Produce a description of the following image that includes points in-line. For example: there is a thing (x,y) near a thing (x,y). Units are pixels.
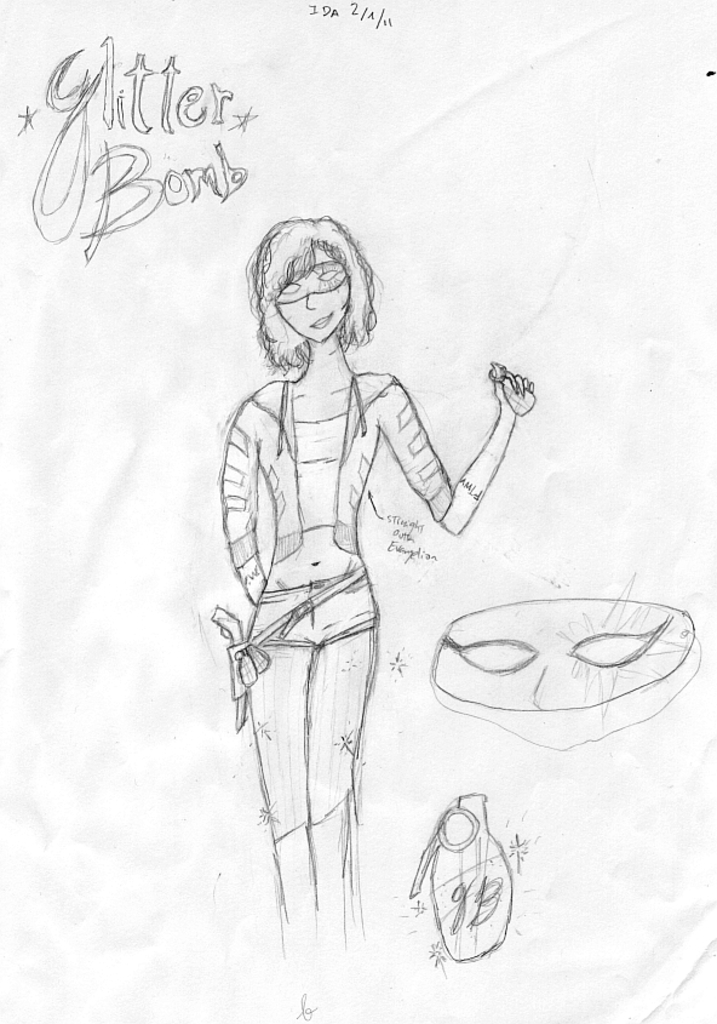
In the image on the paper (248,447) there is a drawing (286,646) of a lady (286,388) with a mask (310,276) on the face (332,323) and also there are some other things (610,674). And there is something written on the paper (123,281).
